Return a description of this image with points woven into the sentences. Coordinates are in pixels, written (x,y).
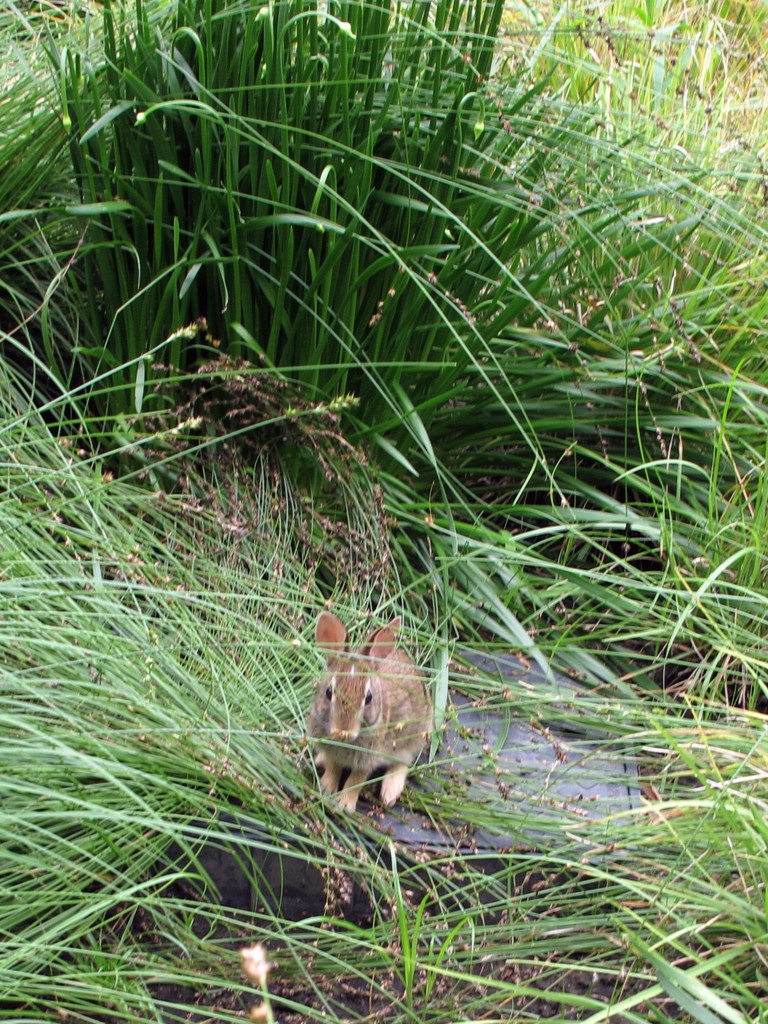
In this image I can see an animal (361,706) in brown and cream color on the black box (560,767). Back I can see few green grass (344,247).
